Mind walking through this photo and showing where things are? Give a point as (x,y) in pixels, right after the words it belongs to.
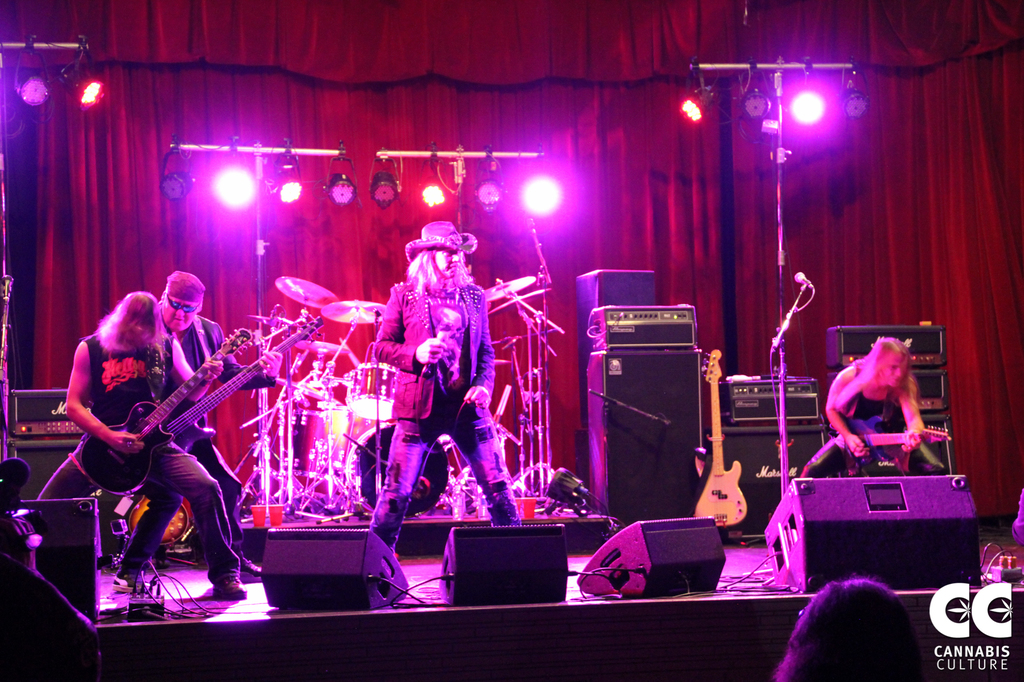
On the background (534,88) we can see curtains (602,167) and lights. Here we can see electronic devices (676,364). We can see few persons (179,358) on stage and playing guitars (886,436). This man (480,468) is wearing a hat (472,236) with long hair (420,281) holding a mike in his hand (432,356).
